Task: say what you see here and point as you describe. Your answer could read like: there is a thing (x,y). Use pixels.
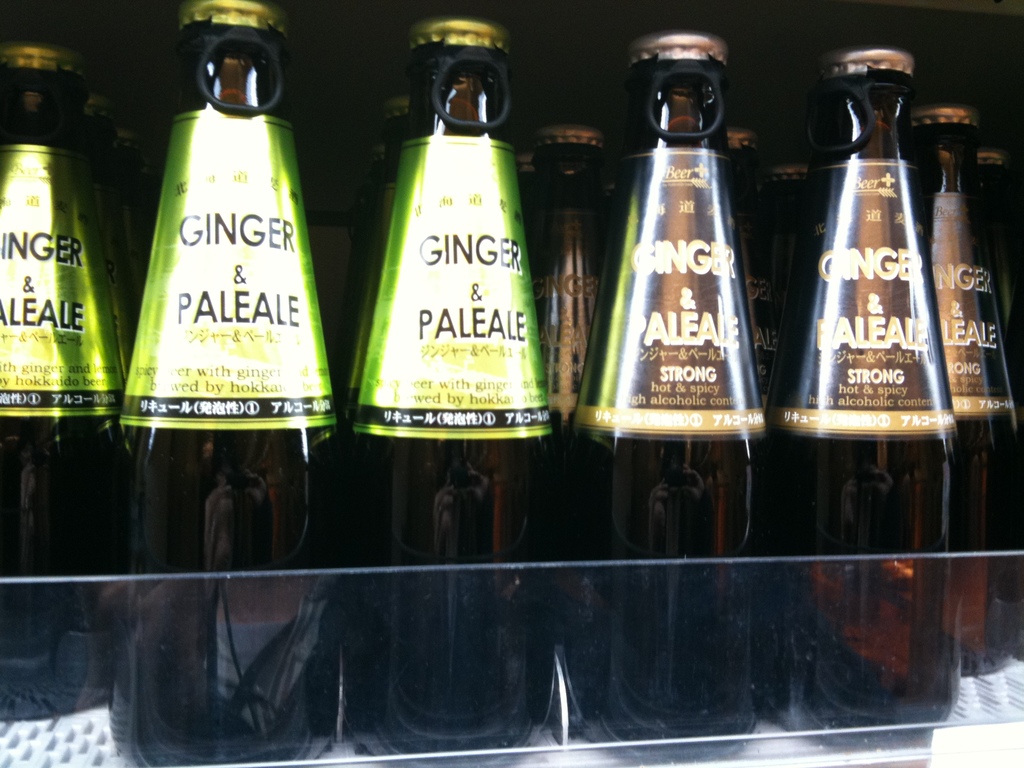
In the picture we can see some alcohol bottles (466,527), which are placed on the glass surface (771,644), the bottles (692,525) are brown in color with some green colored labels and some are brown color labels (955,332) with an opener caps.
